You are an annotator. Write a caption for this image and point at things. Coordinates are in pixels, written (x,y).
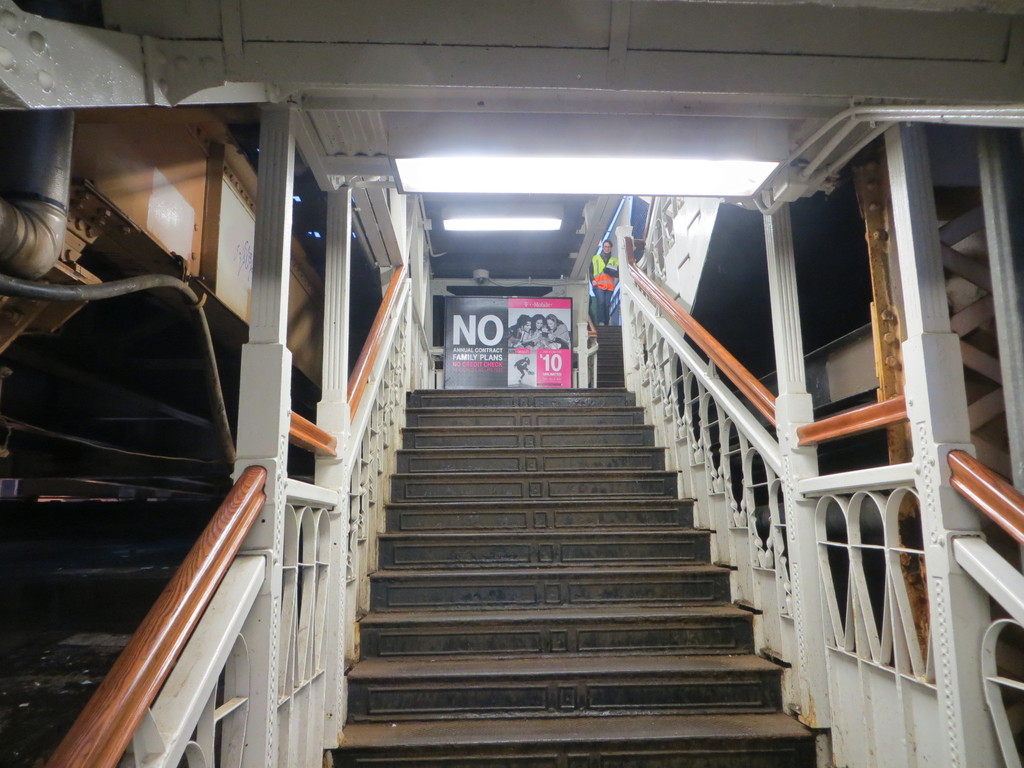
In this image I can see few stairs (520,445), railing (323,695), board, lights (552,189), poles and one person (606,293) is walking. I can see the iron objects (246,264).
